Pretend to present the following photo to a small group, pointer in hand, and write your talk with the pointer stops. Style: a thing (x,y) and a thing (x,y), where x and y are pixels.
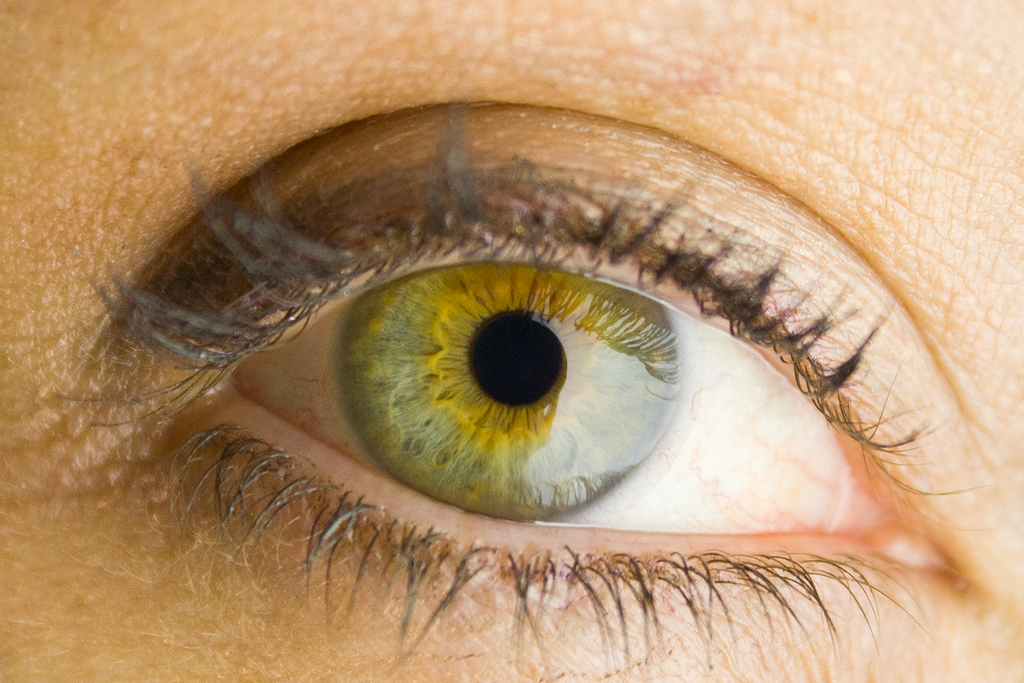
This is a zoomed image. In this image we can see the eye (585,376) of a person (208,441).
